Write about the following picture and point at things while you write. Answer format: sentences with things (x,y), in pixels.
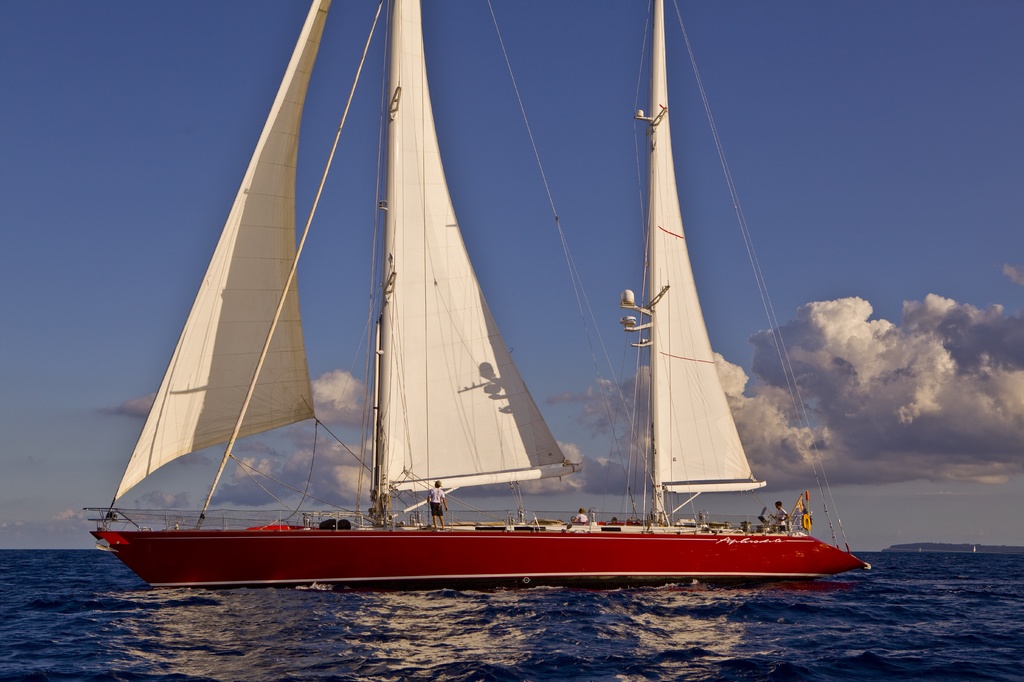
In this image there is the water (552,628). There is a boat (460,547) on the water (568,638). There are a few people (440,494) on the boat (664,515). At the top (555,181) there is the sky (177,178).
